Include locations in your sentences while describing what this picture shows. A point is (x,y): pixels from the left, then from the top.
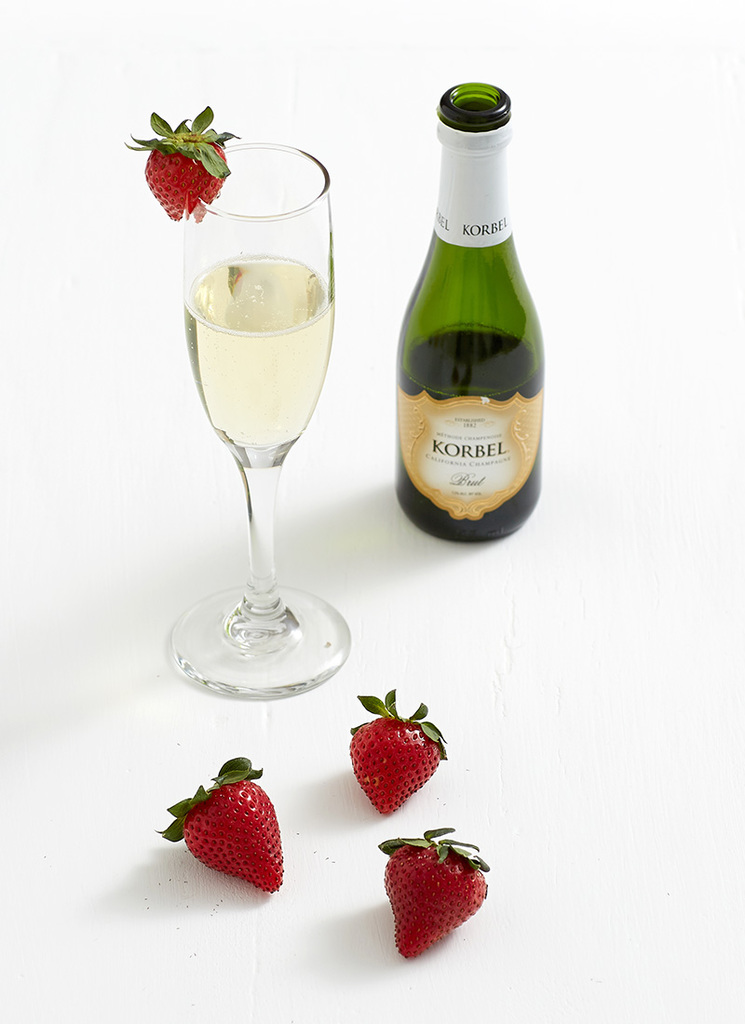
There is a glass of wine (242,420), bottle (475,267) and four strawberries (218,156) in this image.
